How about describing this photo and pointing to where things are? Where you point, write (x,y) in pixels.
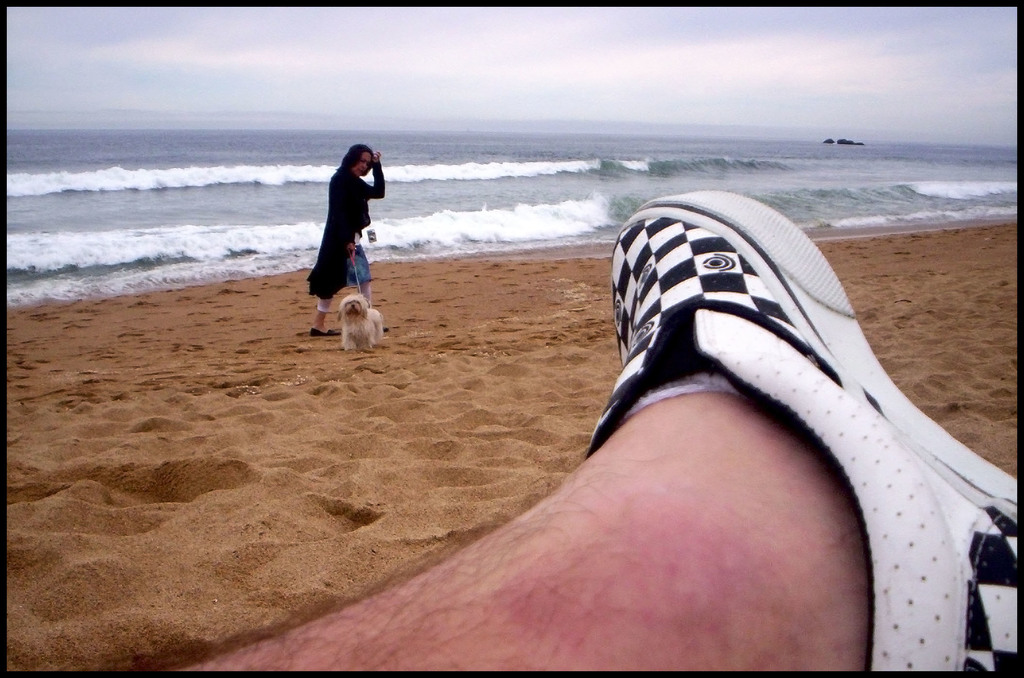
In this picture we can see the shoe (656,269) and the leg (665,519) of a person (673,498). We can see a woman (324,248) holding a dog (353,307) with a leash (350,260). There is the sand (268,383) and waves (497,170) are visible in the water (438,171). We can see the sky (673,66) on top (873,90).
